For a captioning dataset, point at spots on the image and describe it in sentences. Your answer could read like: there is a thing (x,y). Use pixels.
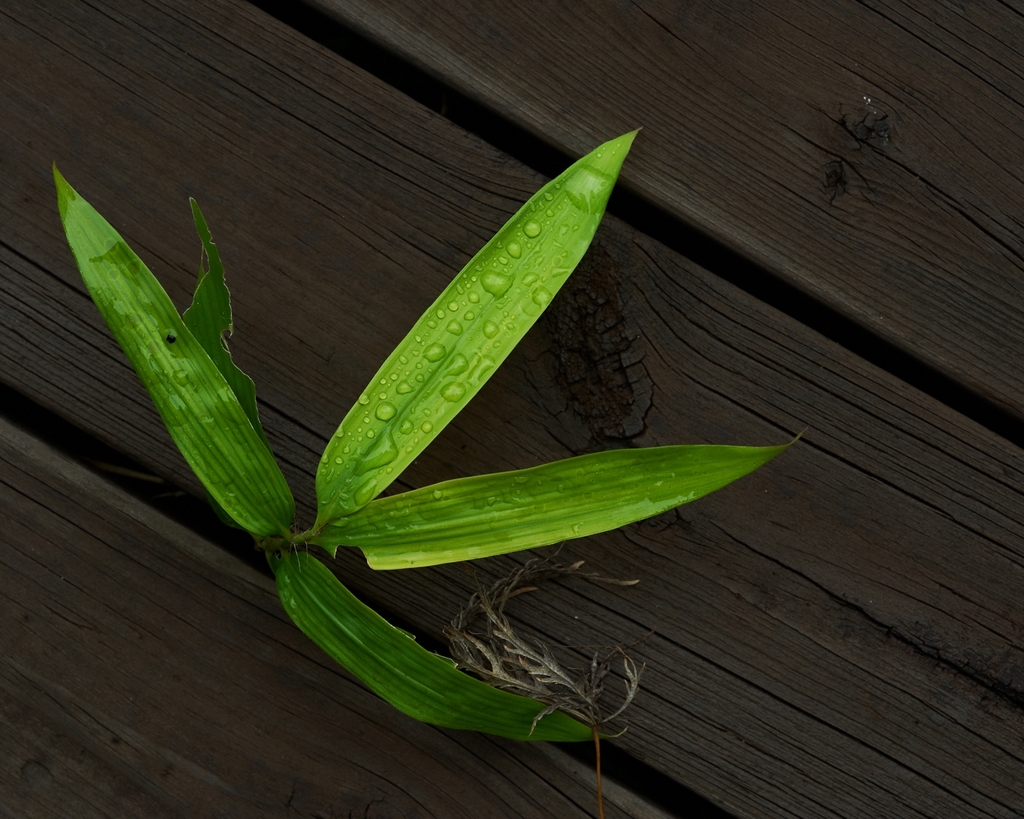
In the image there is wooden surface (497,455) and in between two woods (195,540) there is a plant (261,518) with green leaves (267,484).
